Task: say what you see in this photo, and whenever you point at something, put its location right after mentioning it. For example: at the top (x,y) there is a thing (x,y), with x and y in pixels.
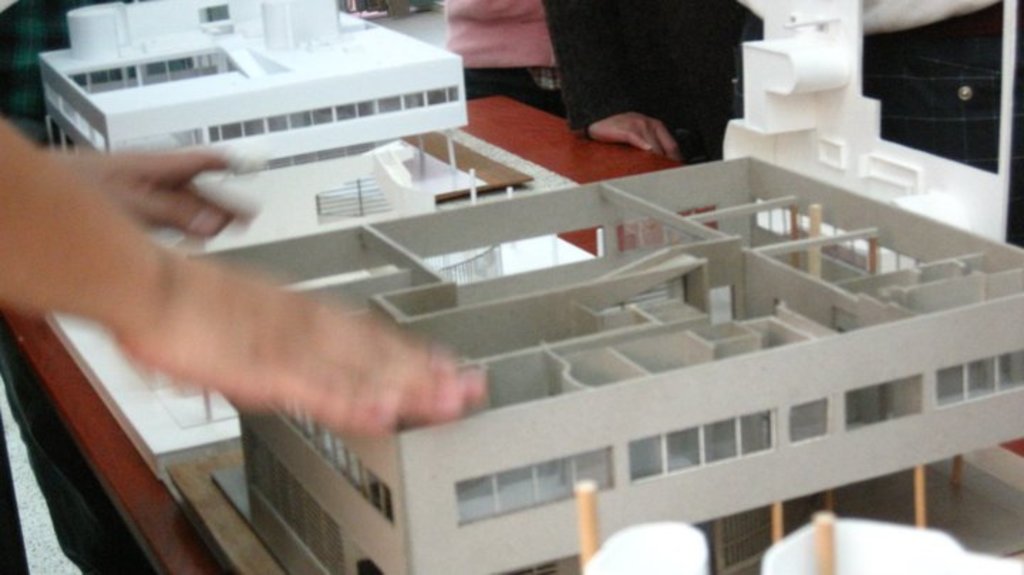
In this image, we can see persons (99,234) in front of the table (124,484). This table (78,423) contains building models (468,212).
